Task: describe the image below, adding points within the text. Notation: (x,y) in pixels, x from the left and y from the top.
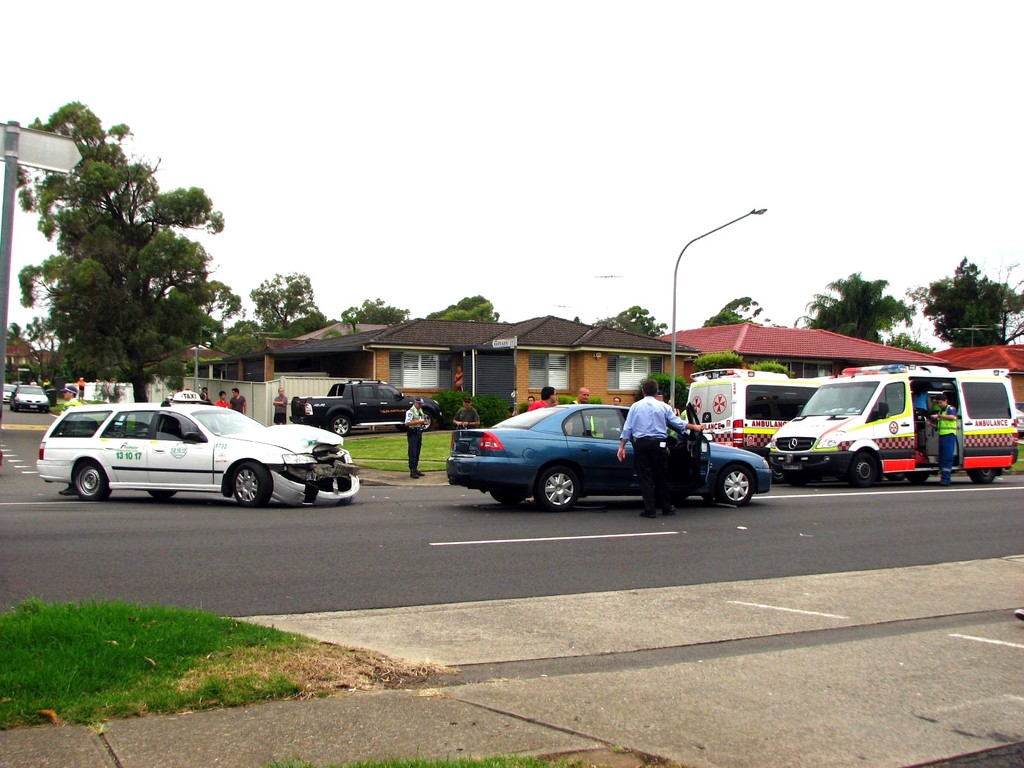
In the picture we can see a part of a path (535,729) and some grass (39,629) on it and beside it we can see a road (12,412) on it we can see a damaged car (138,433) and in front of it we can see blue color car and a man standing and opening the door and front of it we can see ambulances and a person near it and beside it we can see a pole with light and in the background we can see some houses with windows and glasses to it and besides the houses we can see a tree (65,367) and some cars (29,410) are parked near it and behind it we can see the sky (26,216).
